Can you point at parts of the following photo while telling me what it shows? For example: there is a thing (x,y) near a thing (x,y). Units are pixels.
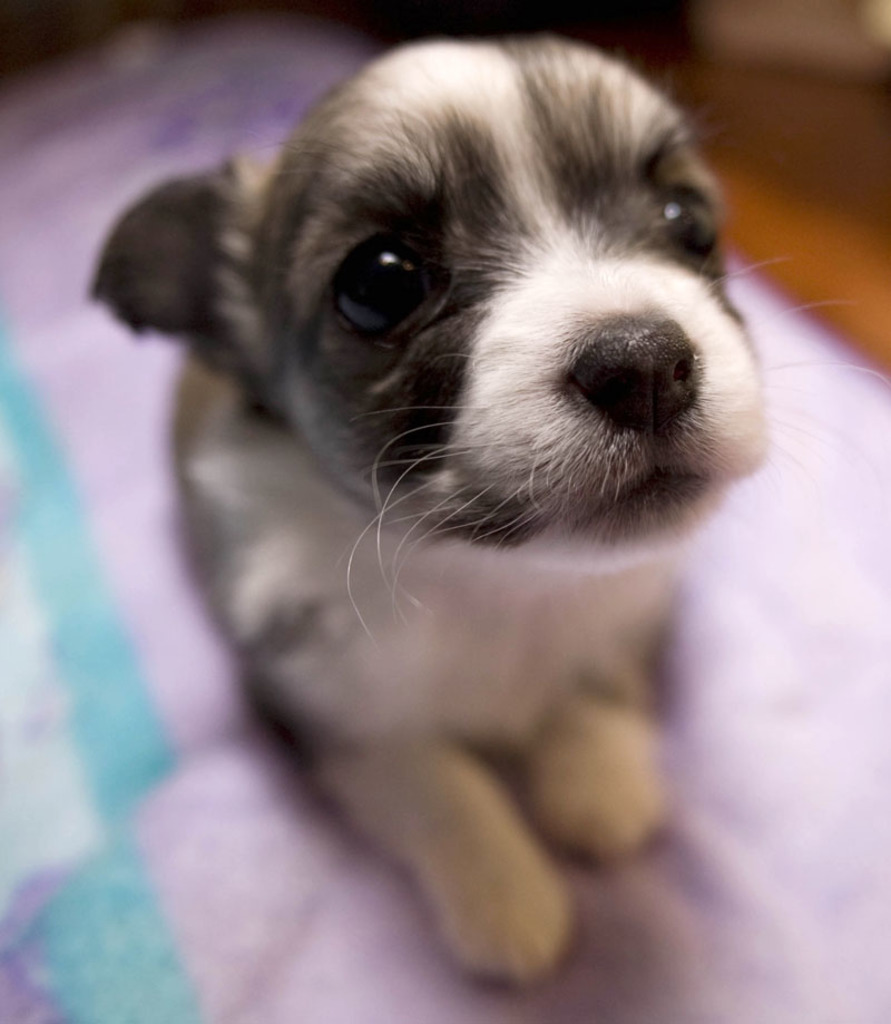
In this image I can see a dog (358,322) which is black and white in color is sitting on the surface (233,847) which is pink, blue and white in color. I can see the brown colored surface (794,149) in the background (823,110).
